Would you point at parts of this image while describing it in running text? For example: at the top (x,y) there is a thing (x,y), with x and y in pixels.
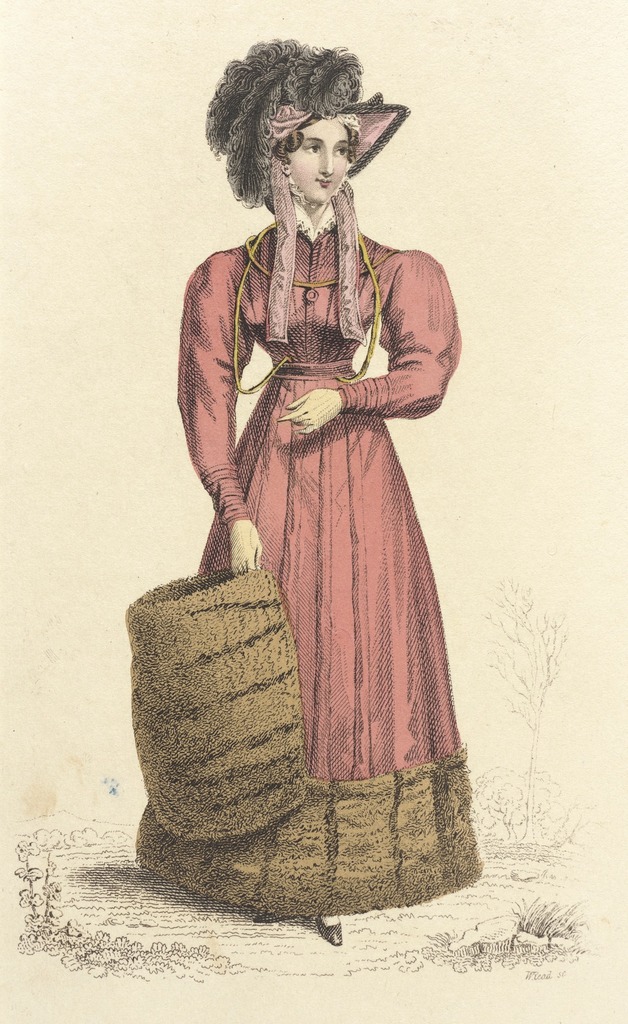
In this picture I can see a woman (330,445) who is standing and I see that she is holding a brown color fur muff (236,633) and she is wearing a hat (239,112) and I can see that this is a depiction image.
